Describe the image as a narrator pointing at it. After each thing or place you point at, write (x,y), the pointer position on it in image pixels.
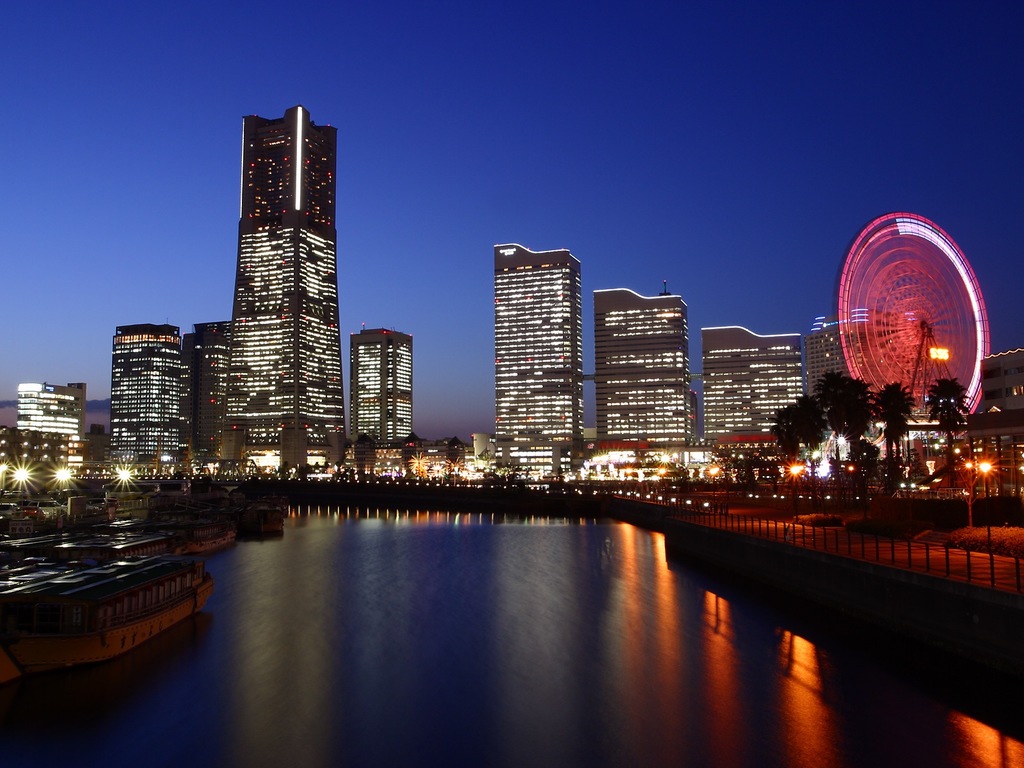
In the image there are buildings (295,362) in the background (679,393) with lights (239,376) all over it and above its sky (659,120), in the front (446,611) there is a lake (461,615).
